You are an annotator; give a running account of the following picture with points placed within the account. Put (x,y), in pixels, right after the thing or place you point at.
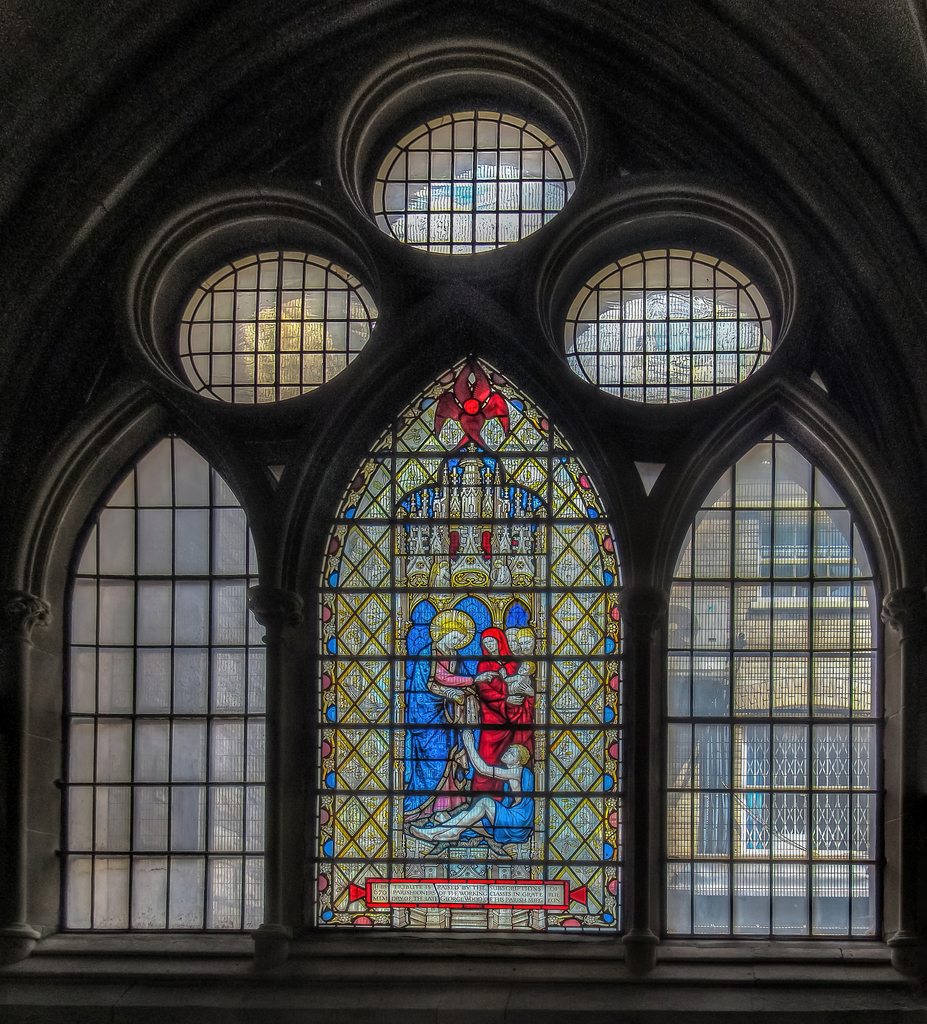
In this image in the front (313,602) there is a stained glass (498,628), there are windows (752,721) and behind the windows (750,690) there is a building (821,643) and there is an outdoor unit (688,626).
